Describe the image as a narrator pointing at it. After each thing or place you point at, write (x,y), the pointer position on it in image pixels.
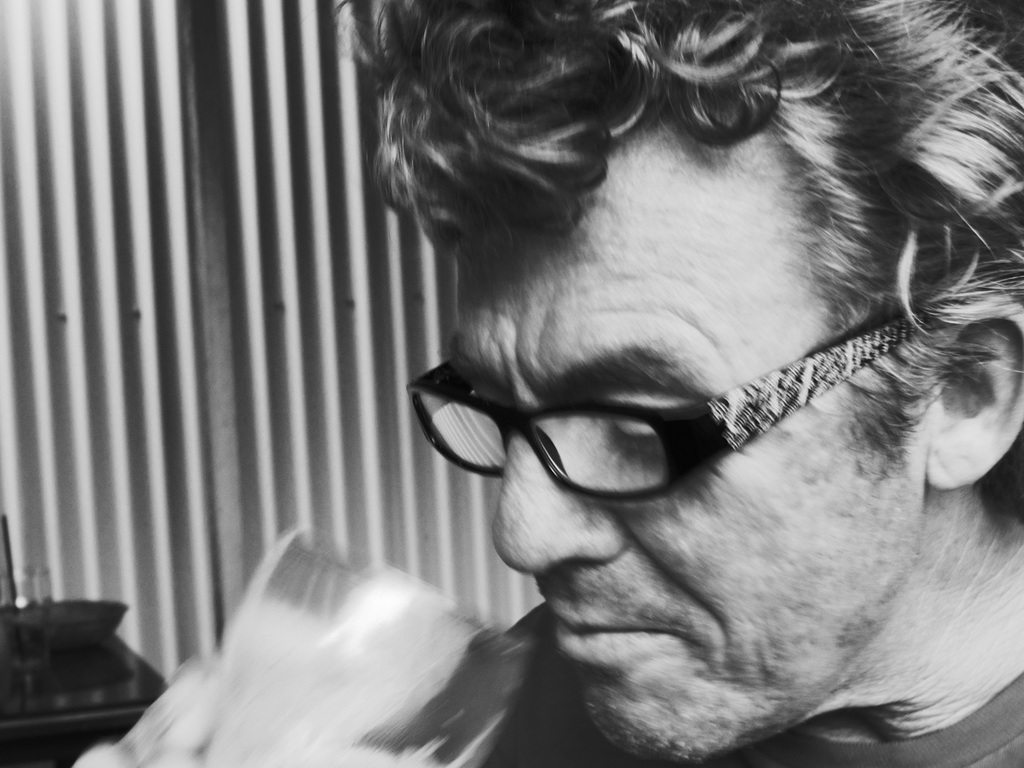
This is a black and white image, in this image. On the right side (733,248), we can see a man (888,673) holding a glass (377,618) in his hand (123,762). On the left side (8,671), we can also see a table (15,718). In the background (99,501), we can see a corrugated metal wall (330,281).
